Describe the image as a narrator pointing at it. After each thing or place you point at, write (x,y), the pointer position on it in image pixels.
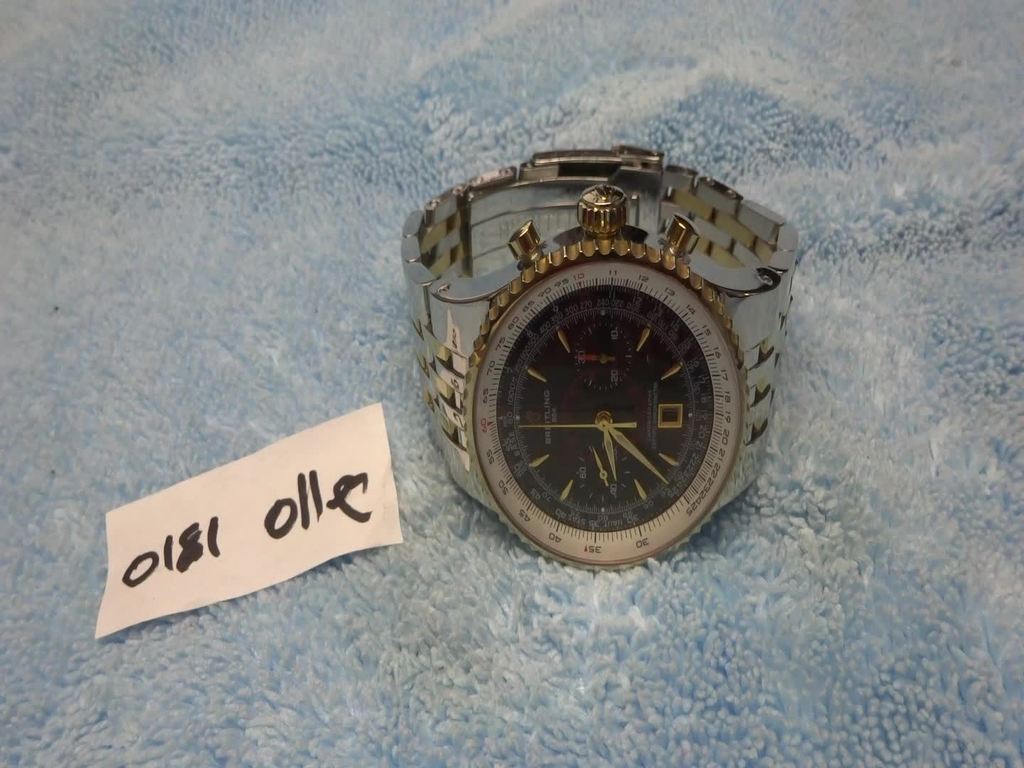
In the center of the image (630,367) there is a watch (596,395) and also a price tag (266,516) on the cloth (477,659).
